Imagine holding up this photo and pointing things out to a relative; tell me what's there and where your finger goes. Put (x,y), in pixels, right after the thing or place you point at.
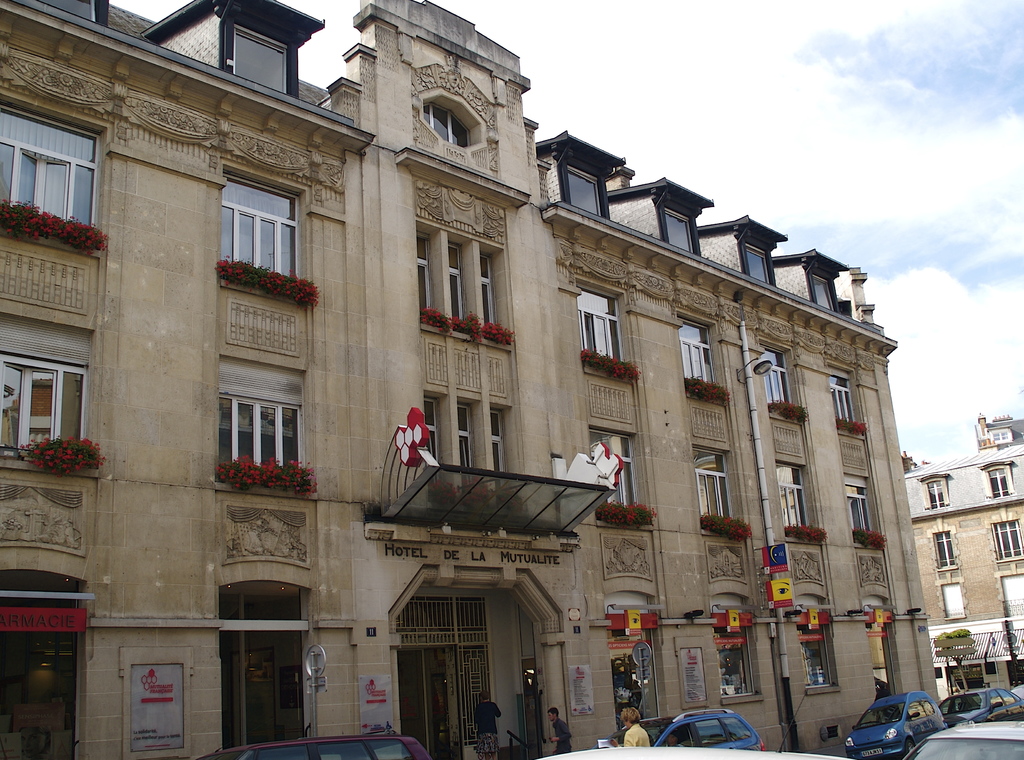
As we can see in the image there are buildings (738,462), plants (284,287), flowers (49,221), windows (1013,597), few people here and there, vehicles (571,754), sky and clouds (795,153).
